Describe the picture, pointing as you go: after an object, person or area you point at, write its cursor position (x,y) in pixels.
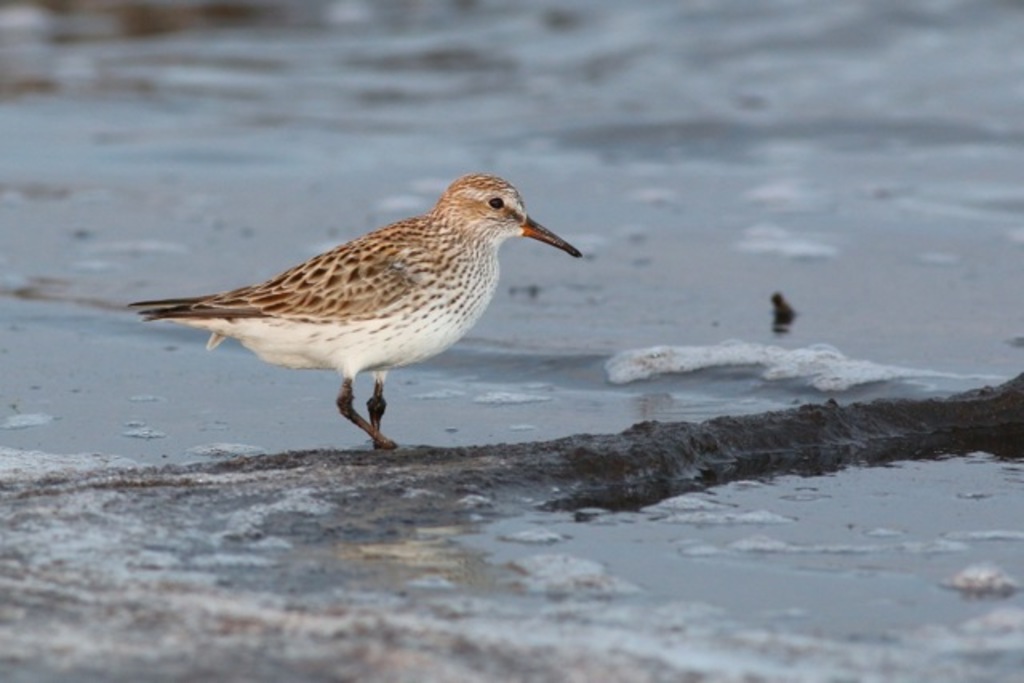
In this image we can see there is a bird (406,324) on the sand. In the background (401,103) there is a river (567,70).
